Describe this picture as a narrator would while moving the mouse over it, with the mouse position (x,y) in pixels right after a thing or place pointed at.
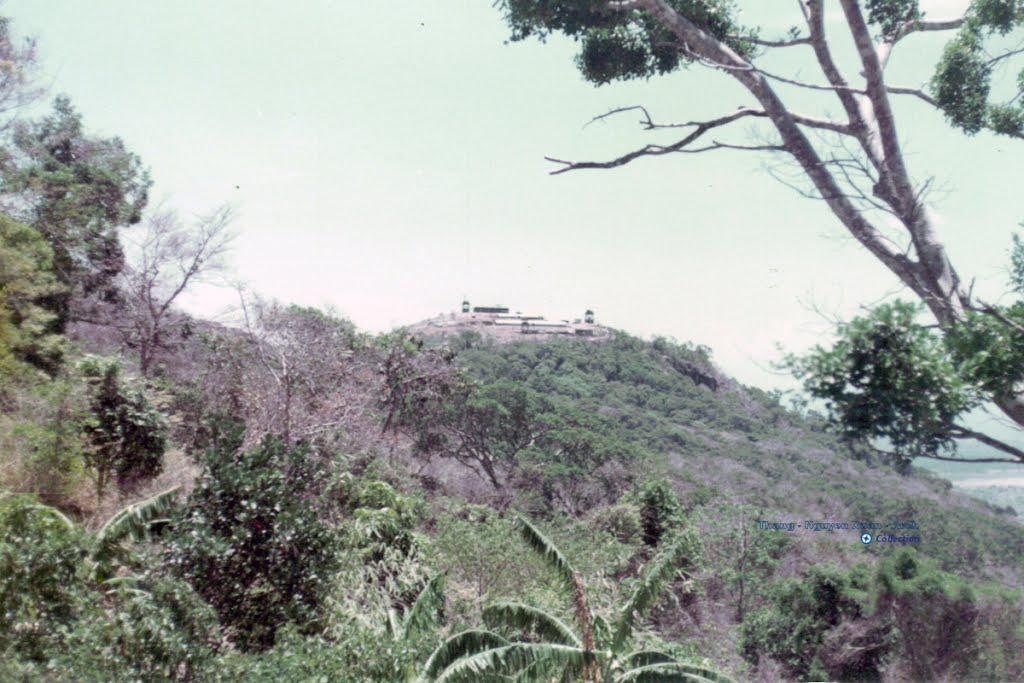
In this picture we can see trees (70,190), hill (895,495) and few objects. In the background of the image (664,239) we can see the sky (784,209).
